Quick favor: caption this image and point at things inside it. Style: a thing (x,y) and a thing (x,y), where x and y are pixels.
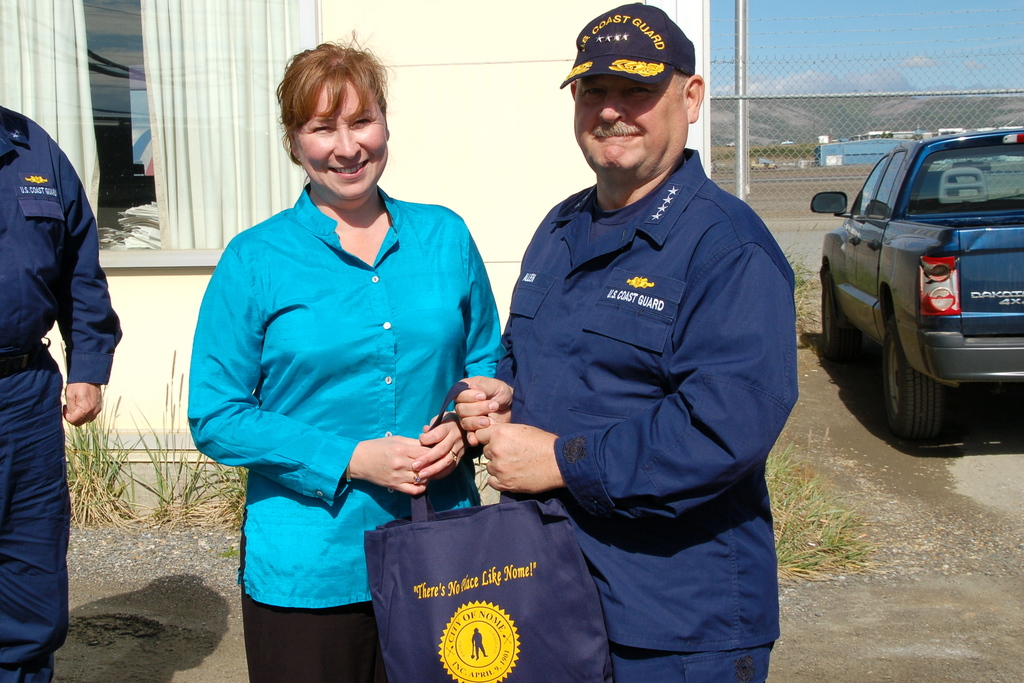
In this image we can see the persons (552,343) holding an object (486,574) and we can also see a curtain (211,117), fencing (816,113), vehicles (982,378), pole (736,122), grass (203,472) and sky (798,74).
